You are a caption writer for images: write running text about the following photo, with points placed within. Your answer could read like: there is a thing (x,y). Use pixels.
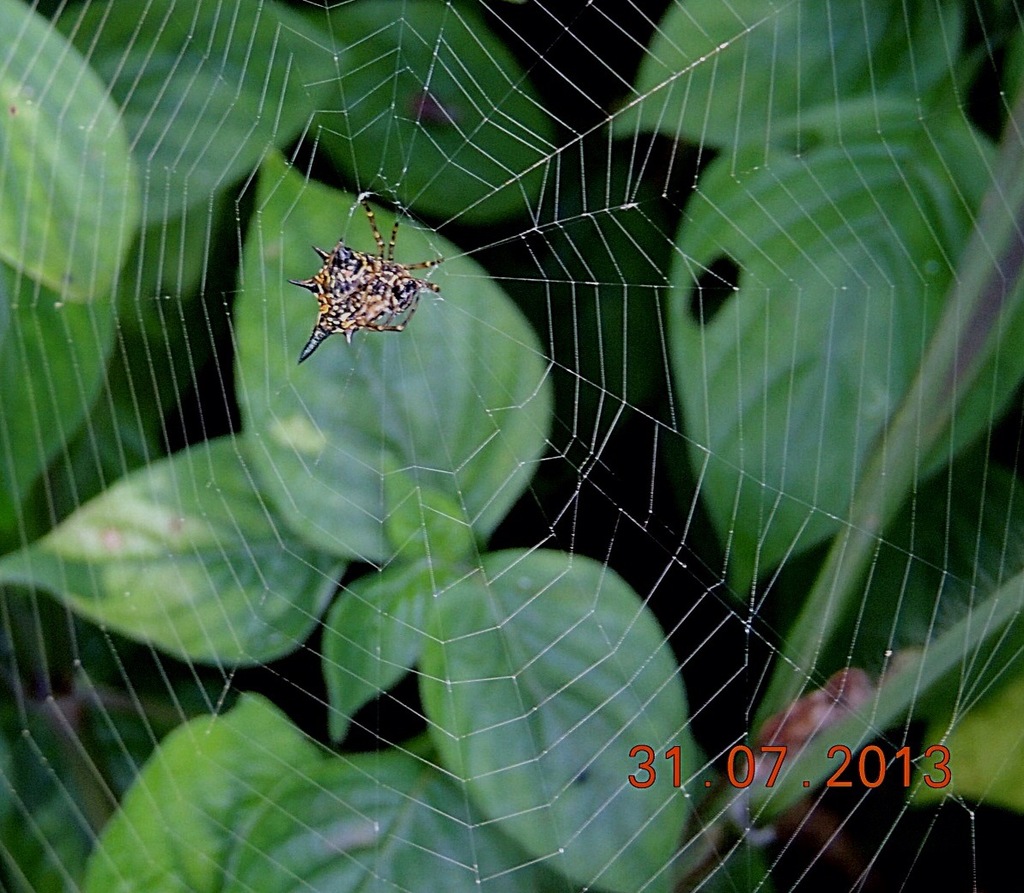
In this picture I can see a spider insect (354,287). I can see leaves (525,563).
